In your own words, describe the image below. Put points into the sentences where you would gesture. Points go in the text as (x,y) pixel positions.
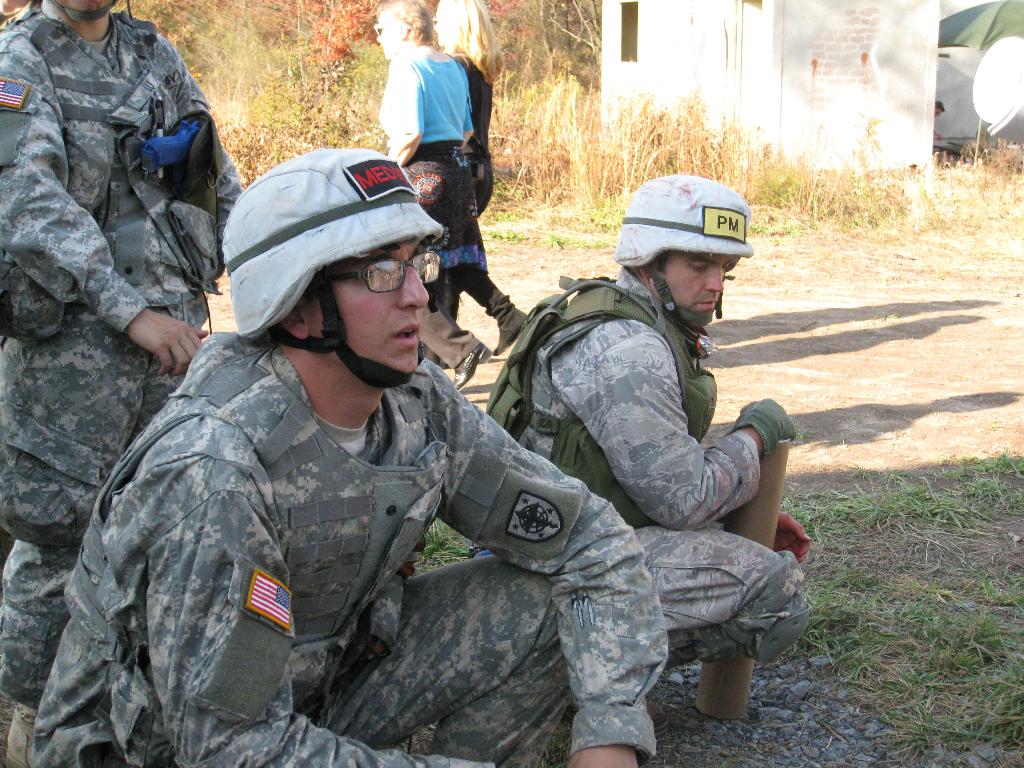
In this image we can see some people (414,542). In that two people (524,542) are sitting on the knees (513,581), one holding a cardboard tube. On the backside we can see two people (434,338) walking. we can also see a house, plants (608,171) and a pathway (791,330).
